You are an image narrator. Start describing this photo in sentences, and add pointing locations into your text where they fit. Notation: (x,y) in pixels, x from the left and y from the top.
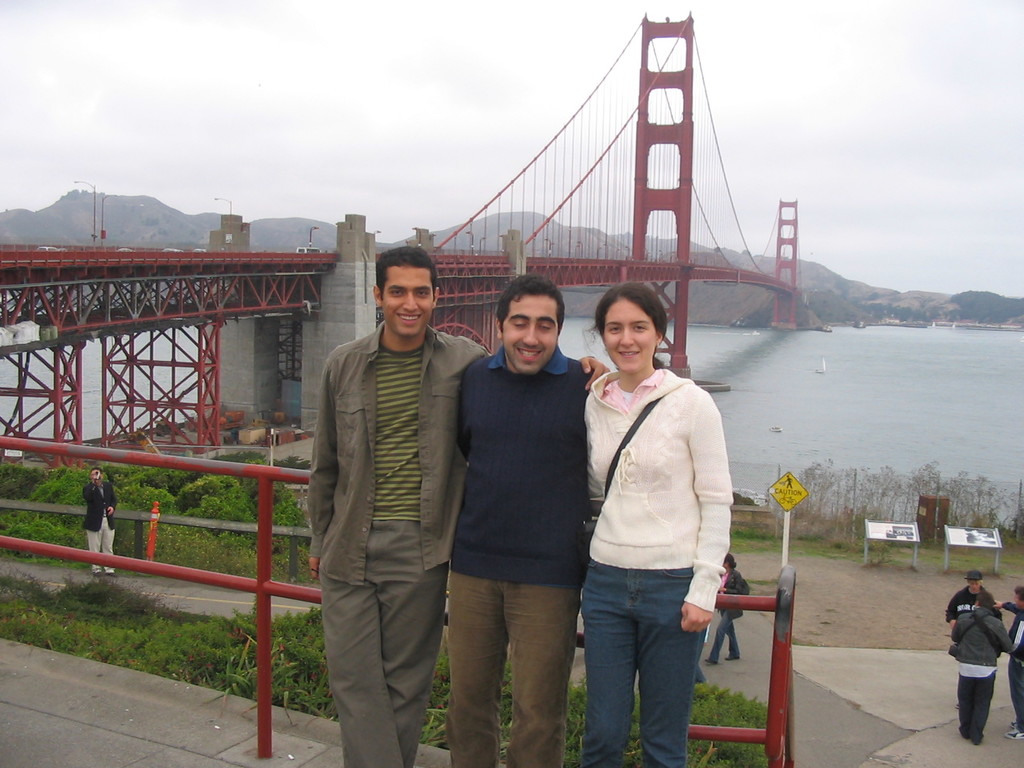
In this image we can see few people (396,484) on the ground (929,698), there is an iron railing (267,558), there are few trees (233,499) and plants (198,498), a sign board (785,481) and few objects (993,545) and there is a bridge (458,259), water (852,358), street lights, mountains (550,239) and the sky (618,35) in the background (668,48).
